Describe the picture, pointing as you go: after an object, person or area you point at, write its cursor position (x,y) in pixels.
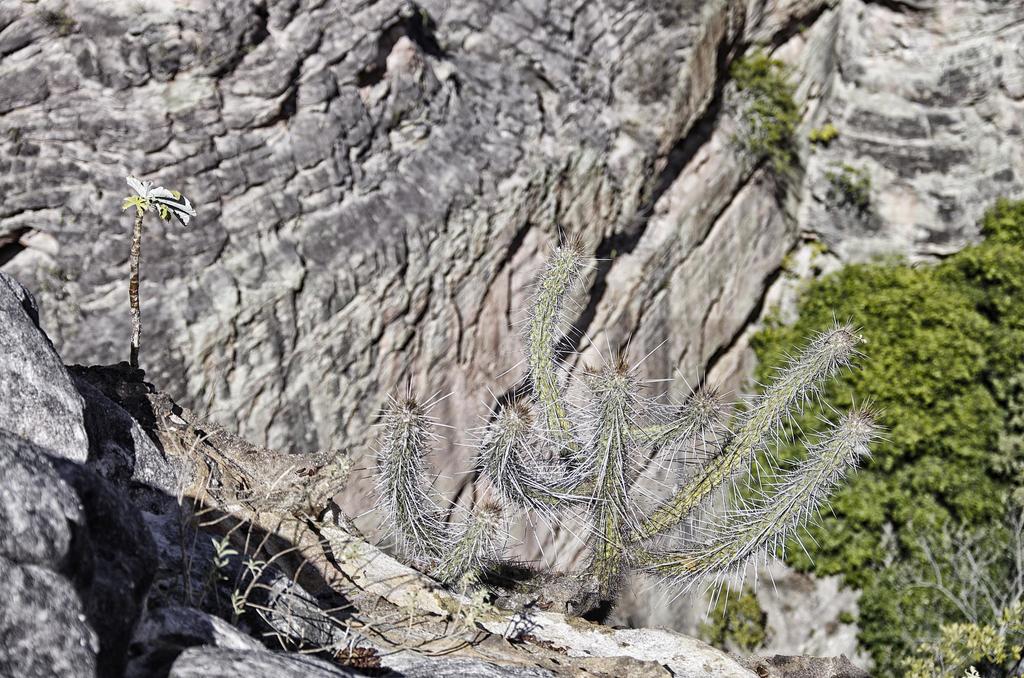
In this image we can see there are rocks (387,274) and trees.
